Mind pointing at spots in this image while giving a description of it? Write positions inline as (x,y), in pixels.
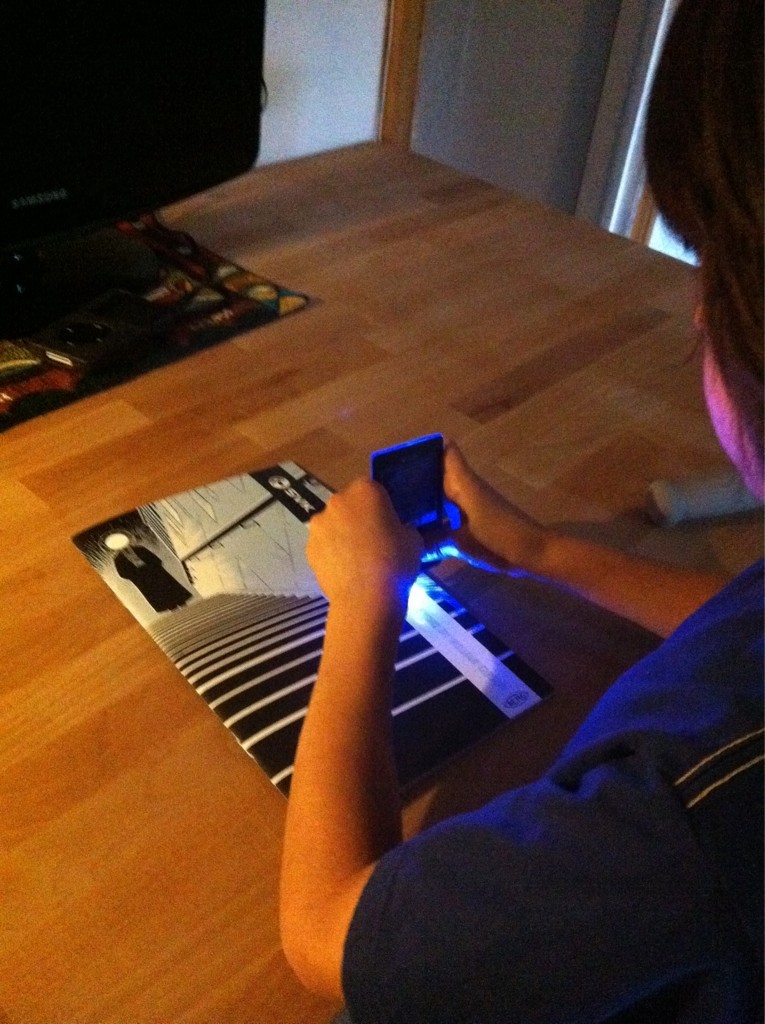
In this picture we can see a monitor (159,97), book (291,680), mat (250,296) and an object (700,497) on the table (611,409) and beside this table (76,684) we can see a person (641,560) holding a mobile (423,461) and in the background (347,88) we can see the wall (342,76).
